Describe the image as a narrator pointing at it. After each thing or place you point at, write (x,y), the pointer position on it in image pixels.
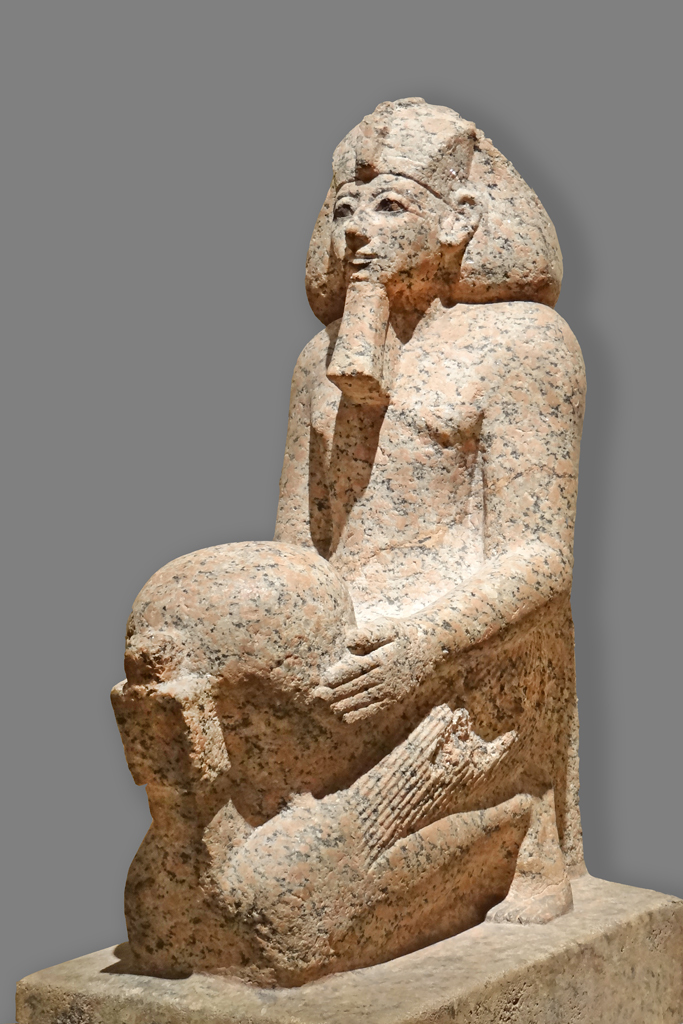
In this image we can see the statue (431,492) and the background (447,10) is in plain color.
